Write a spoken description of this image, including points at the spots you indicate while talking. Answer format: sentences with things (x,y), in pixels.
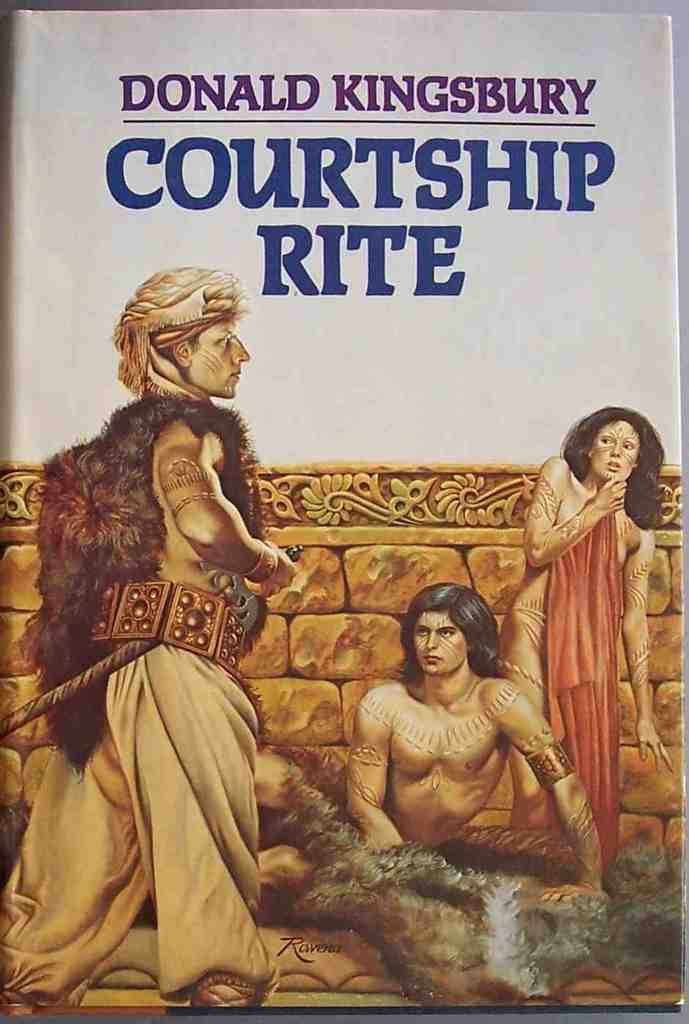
This is a poster (305,230) with something written on that. In this poster (236,447) there is a painting (295,405) of persons (513,653). Person (181,558) on the left (148,601) is having sword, belt (132,608) and a turban (186,308). In the back (346,483) there is a wall (391,535). And there is a watermark (322,950) on the image.
